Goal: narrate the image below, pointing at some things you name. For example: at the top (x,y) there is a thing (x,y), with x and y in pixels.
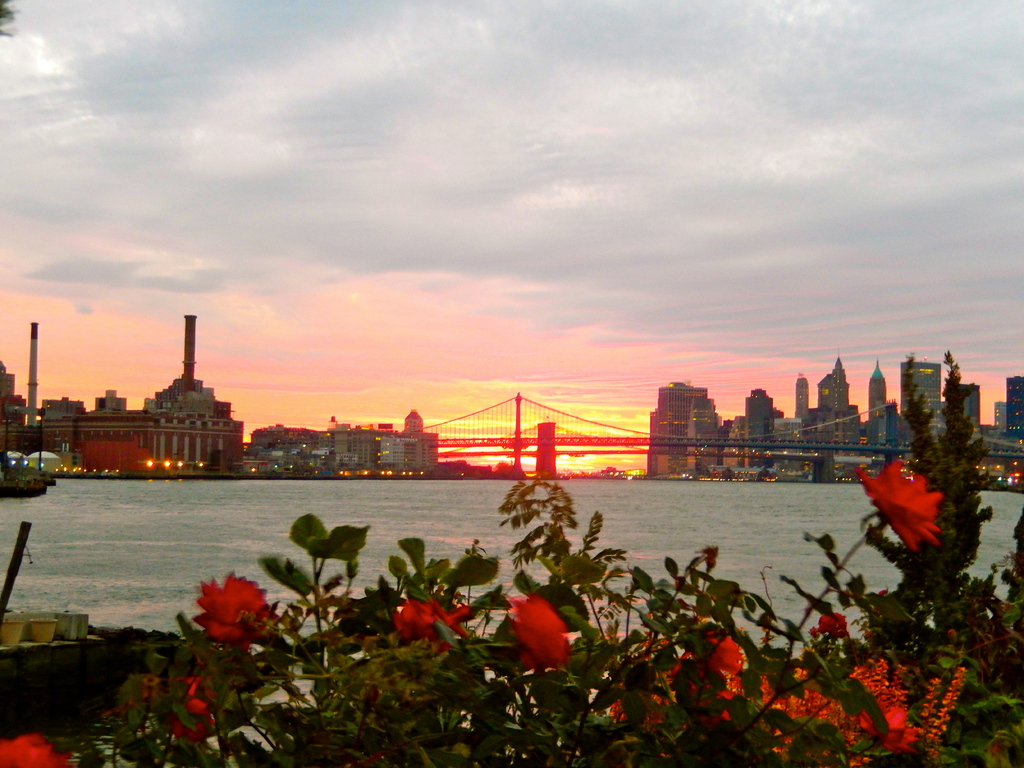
In this image there are plants (718,683) with flowers (741,657) in the foreground (410,553). There are buildings (389,430) and trees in the background (845,467). There is water (834,499). There is a bridge (886,454). There is a sky (540,313).
